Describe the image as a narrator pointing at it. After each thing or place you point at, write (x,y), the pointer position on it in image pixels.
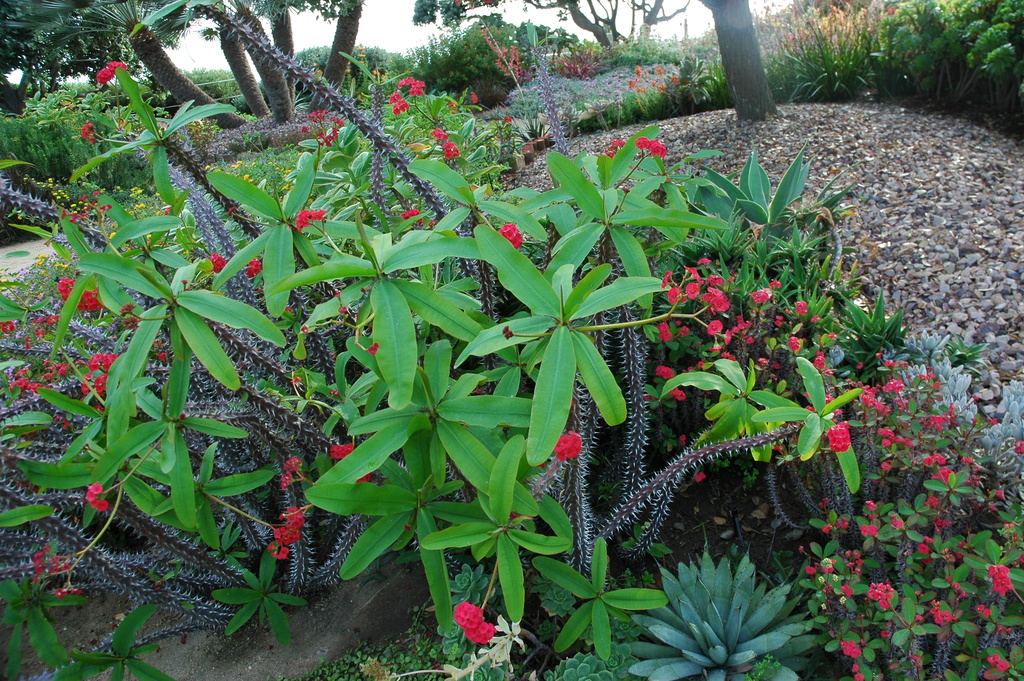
In this picture, we can see a plant (506,440) with flowers (854,666) which are in red color. In the background (33,70), we can see some trees (6,88) and plants (979,73). At the top (394,24), we can see a sky (626,33), at the bottom (749,504), we can see a land (920,152) with some leaves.
